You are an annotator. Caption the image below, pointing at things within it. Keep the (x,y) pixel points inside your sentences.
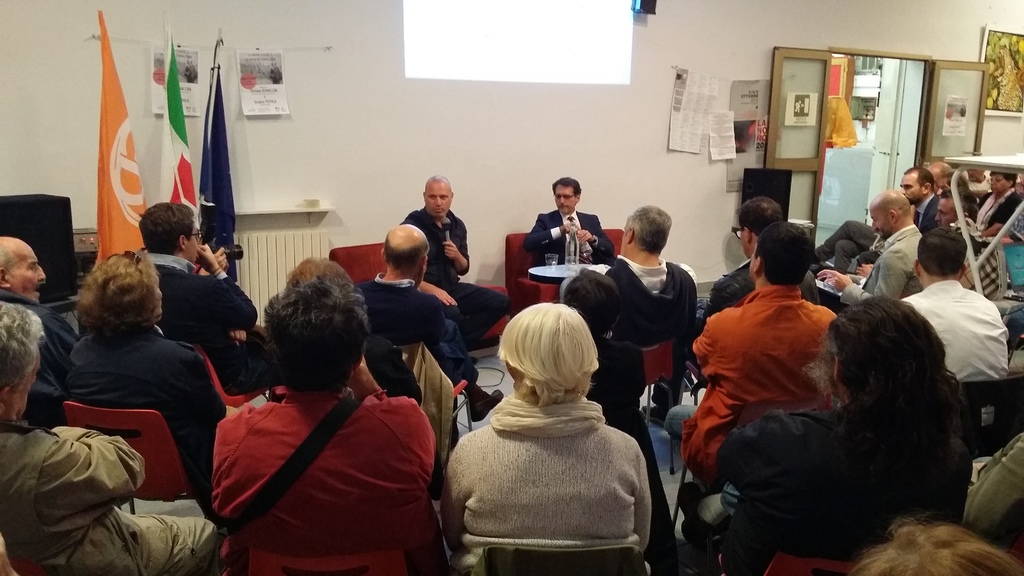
In this image I can see number of persons (524,472) are sitting on chairs (160,422) which are red in color and I can see few persons (604,256) sitting on couches (524,262) wearing black colored dresses (458,242). I can see one of the person (445,245) is holding a microphone (444,226) in his hand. In the background (410,115) I can see the white colored wall (407,144), few papers (271,63) attached to the wall (294,105), few flags (173,61), the door (889,140), a photo frame (1004,51) and few posters (159,52) attached to the wall (727,86).
